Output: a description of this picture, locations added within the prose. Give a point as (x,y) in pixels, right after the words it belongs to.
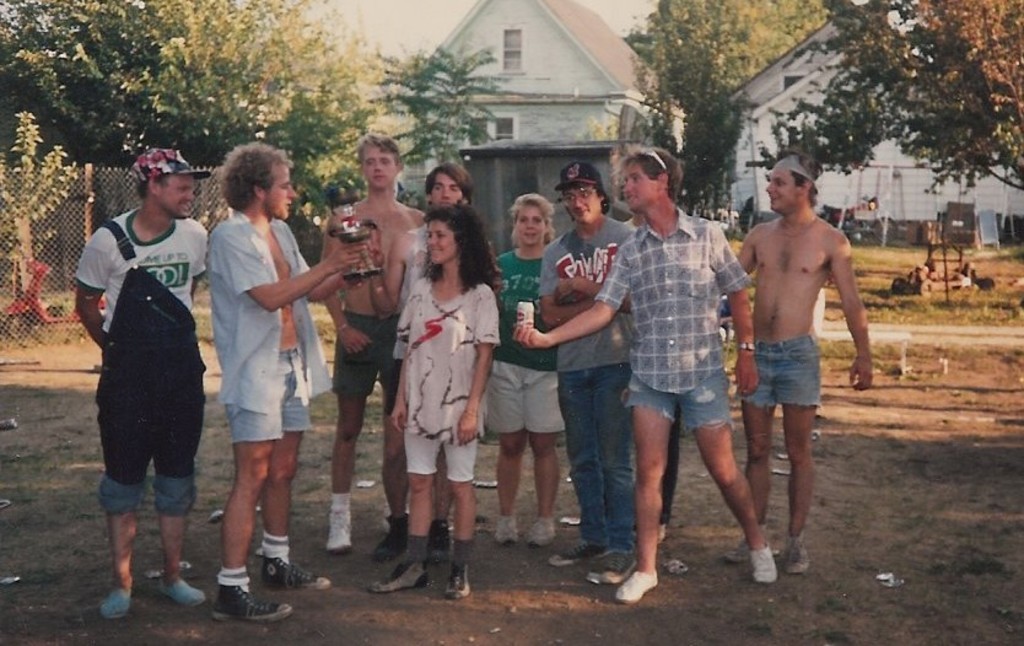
In this image I can see in the middle (678,243) a group of people (283,472) are standing, on the left side (46,295) there is a vehicle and an iron net (108,213). In the background (170,21) there are trees (107,121) and houses (838,194).
